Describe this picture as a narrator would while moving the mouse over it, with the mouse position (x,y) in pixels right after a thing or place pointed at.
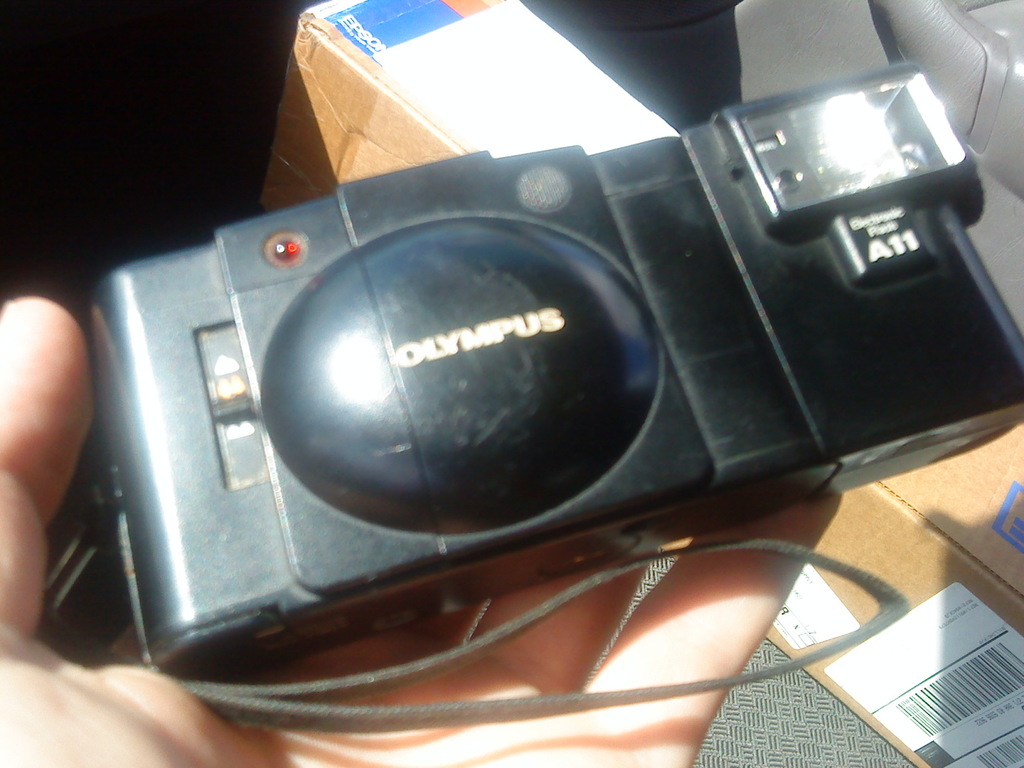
In this image we can see a person's hand (128,712) holding a camera (764,417). In the background (963,461) there is a cardboard box (959,515).
